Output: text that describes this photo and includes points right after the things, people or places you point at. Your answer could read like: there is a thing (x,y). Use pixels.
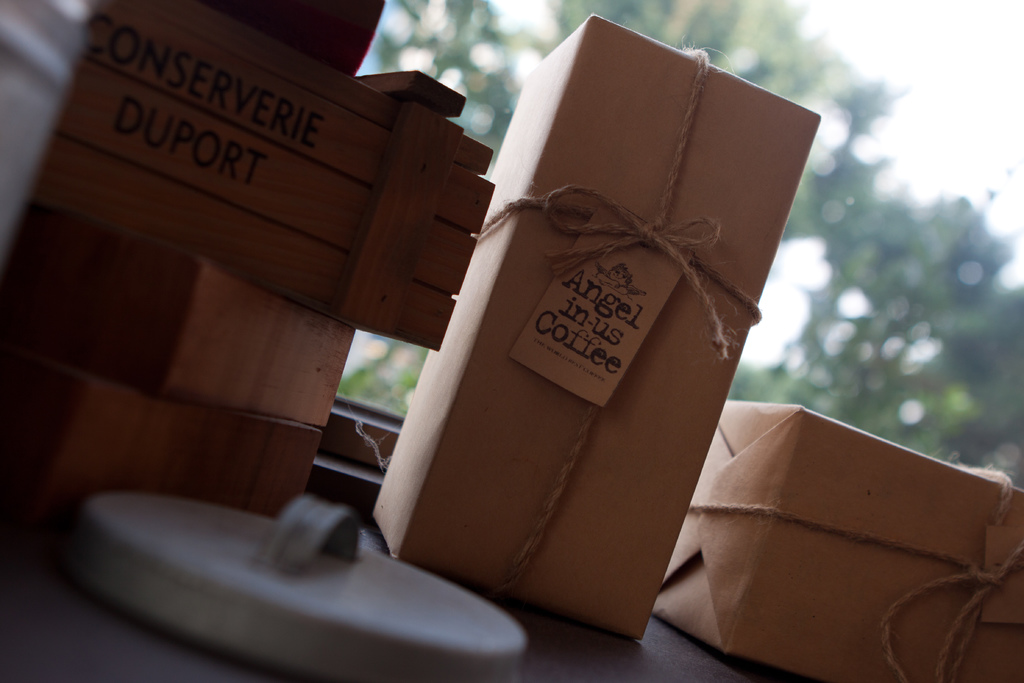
In this image in the front (302,329) there are boxes (282,277) with some text (579,307) written on it and in the background (455,71) there are trees (853,285).
